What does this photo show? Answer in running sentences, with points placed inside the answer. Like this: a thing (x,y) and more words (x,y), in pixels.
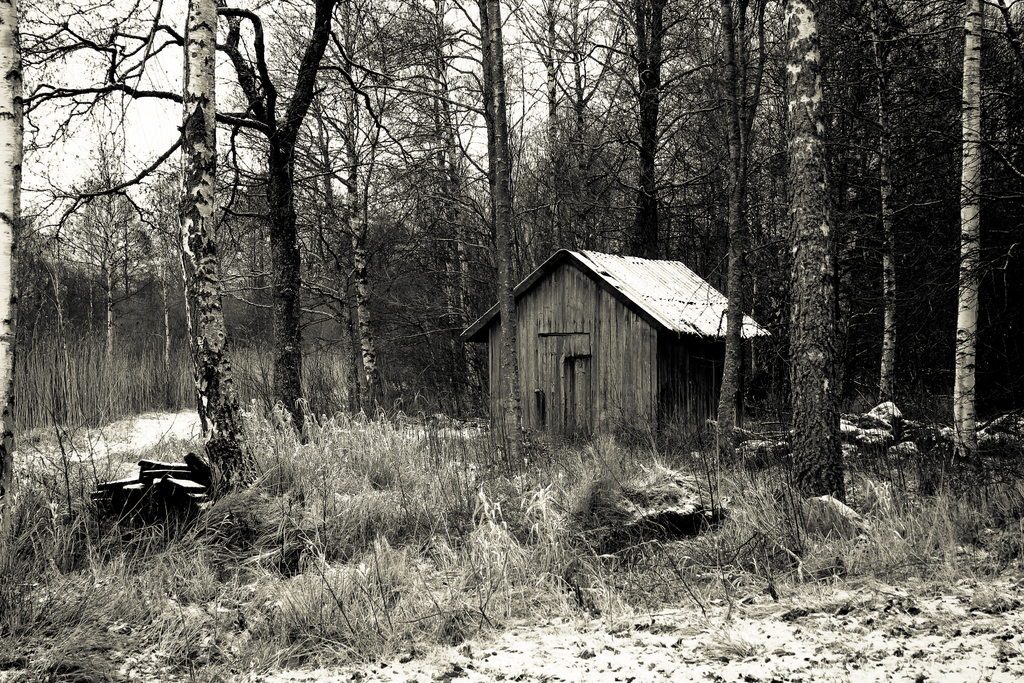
In this image I can see bushes (582,488), number of trees (984,90) and in the centre (641,403) I can see a shack (650,386). I can also see this image is brown and white in colour.
